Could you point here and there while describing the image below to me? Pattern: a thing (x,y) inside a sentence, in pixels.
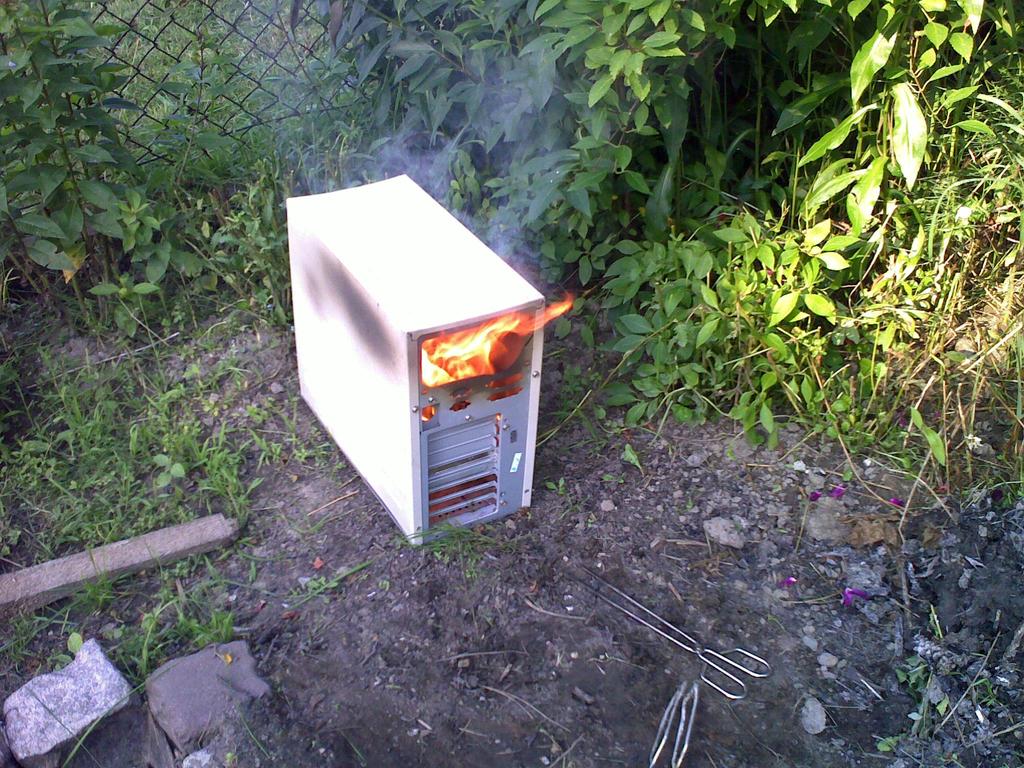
In this picture I can see plants (700,122) and a metal fence (323,24) and I can see fire (462,352) in the CPU (515,402) and couple of scissors (682,723) on the ground (516,668) and I can see few stones (193,690).
